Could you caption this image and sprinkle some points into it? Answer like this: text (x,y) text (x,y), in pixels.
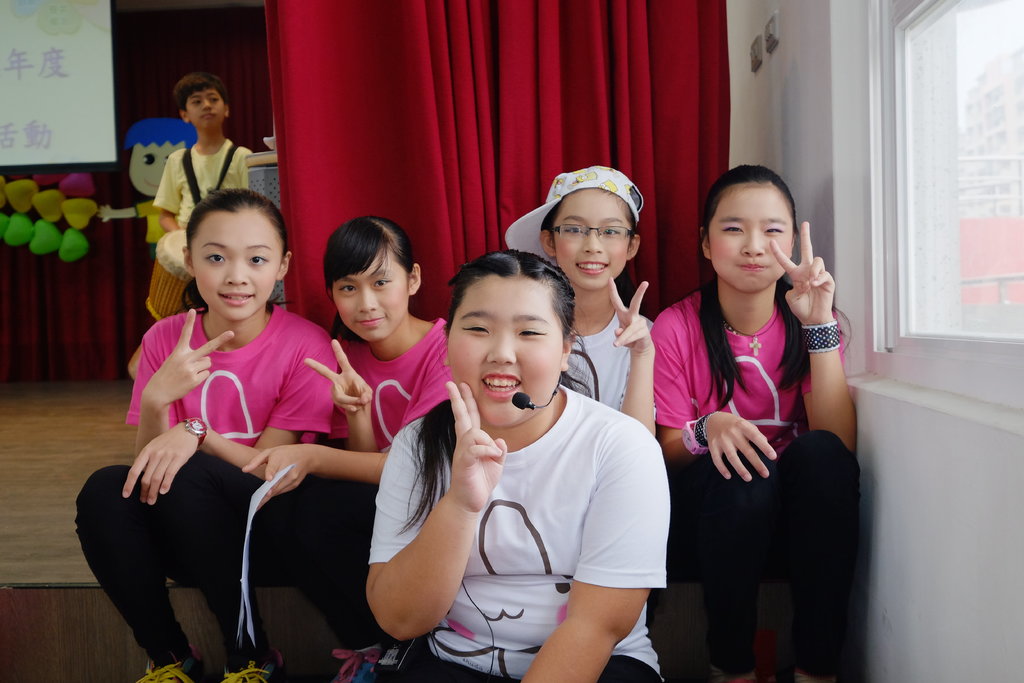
In the image we can see there are many people (399,362) wearing clothes (306,428), five of them (377,440) are sitting and one (206,189) is standing. This is a microphone (525,401), hand band (827,337), cap (598,176), spectacles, curtains (456,113), window (875,116), floor (82,455) and musical instrument (167,295).
